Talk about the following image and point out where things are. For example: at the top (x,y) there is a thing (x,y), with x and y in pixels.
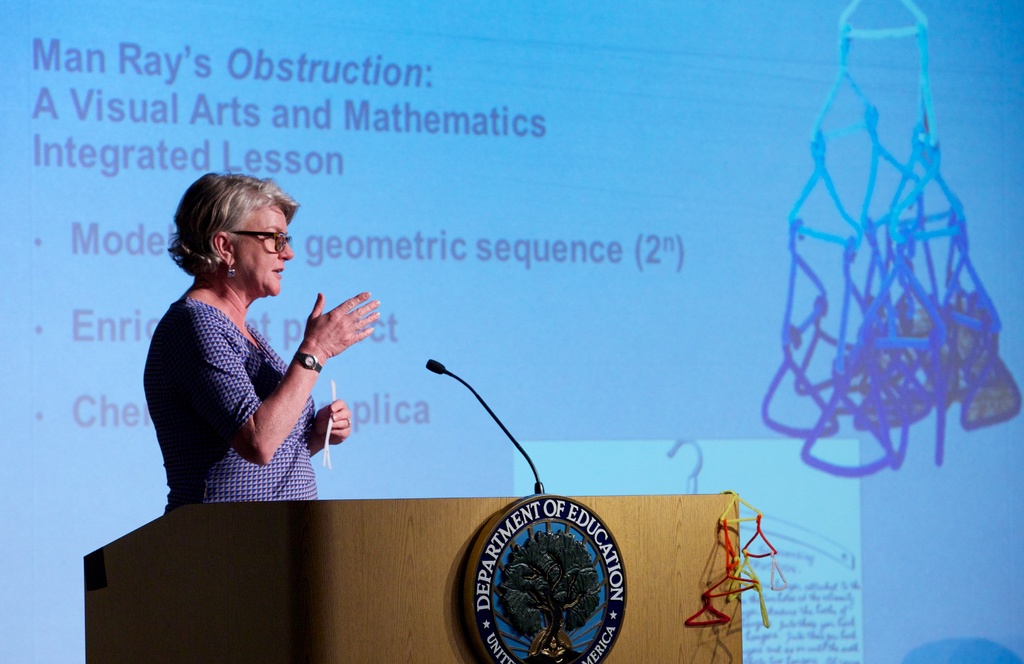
There is a lady (244,339) wearing specs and watch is holding something in the hand (322,433). In front of them there is a podium (457,518) with mic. On the podium (215,583) there is an emblem (549,585) with something written. In the back (353,134) there is a screen (438,140) with something written. And there is an object image (872,397) on the screen (840,310). On the podium (721,554) there is an object (730,564).
